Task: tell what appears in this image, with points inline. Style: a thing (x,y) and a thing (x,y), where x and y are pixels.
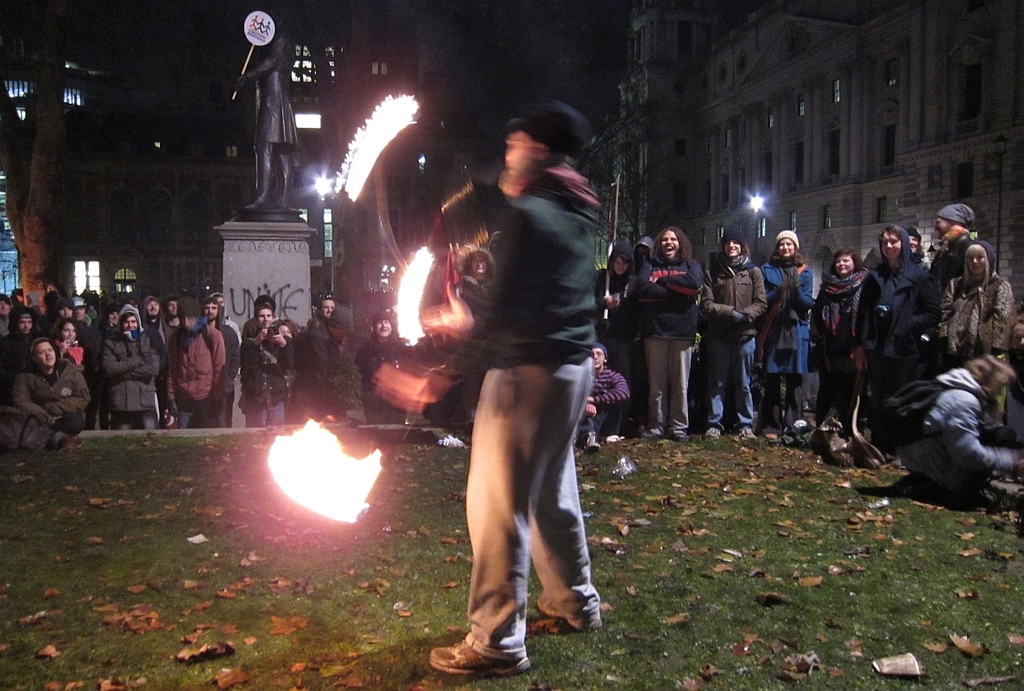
In this image we can see a person (508,268) standing on the ground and doing stunts with the fire (364,469). In the background (799,464) there are shredded leaves (806,476), people (103,369) sitting on the ground (829,486) and some are standing on the road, statue (278,212), pedestal (274,263), buildings (753,128) and electric lights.
